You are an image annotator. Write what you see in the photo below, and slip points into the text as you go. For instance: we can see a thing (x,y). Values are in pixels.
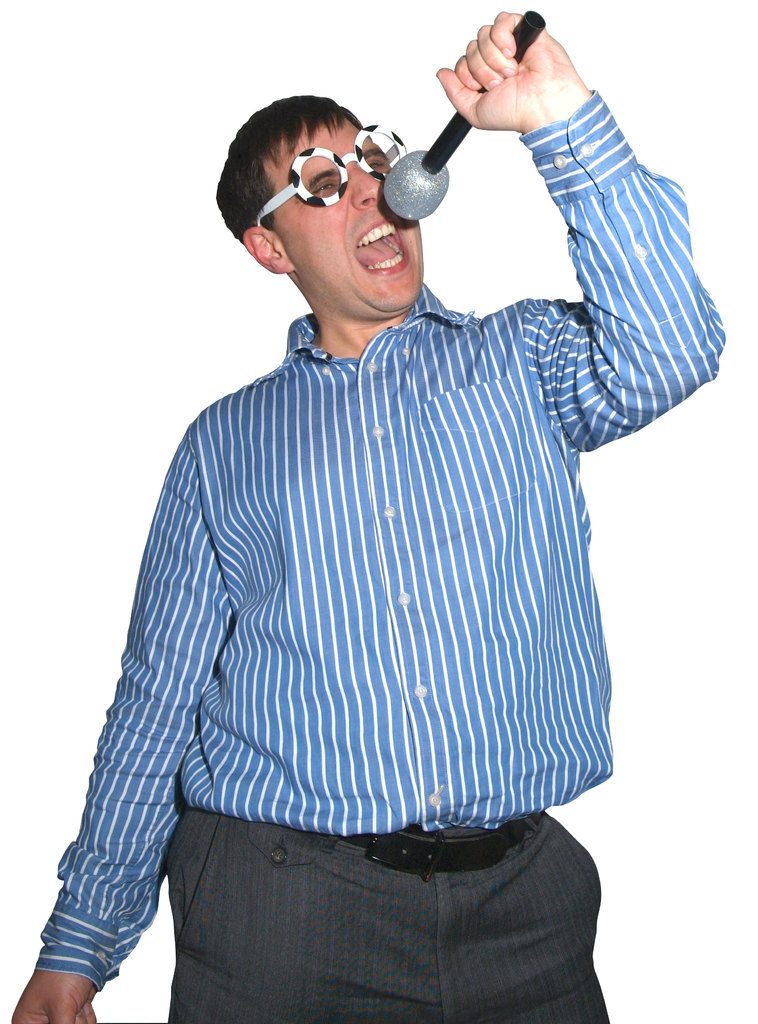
In this picture we can see a man (316,162) holding a mike (406,177) in his hand (523,77) and singing. He is wearing fancy spectacles (339,164).
